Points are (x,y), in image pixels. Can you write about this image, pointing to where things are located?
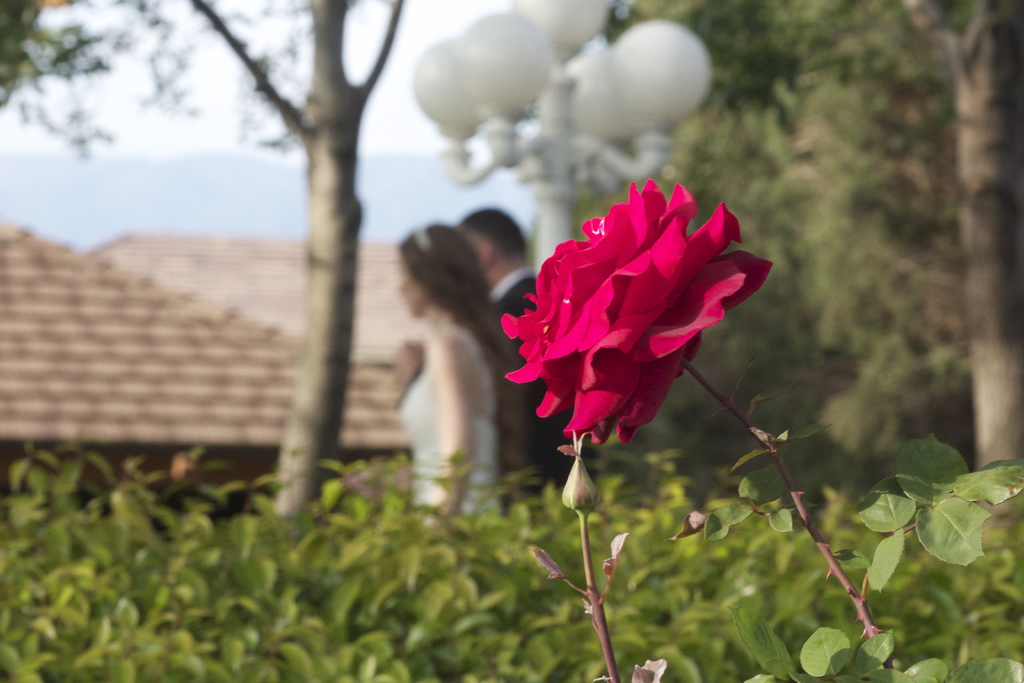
In the image there is a rose flower (664,297) in the front (635,255), behind it there are plants (524,565) and trees (757,144), in the middle (493,241) there is a man (496,257) and woman (493,443) standing on the left side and in the back (147,185) it seems to be hills (426,193).
